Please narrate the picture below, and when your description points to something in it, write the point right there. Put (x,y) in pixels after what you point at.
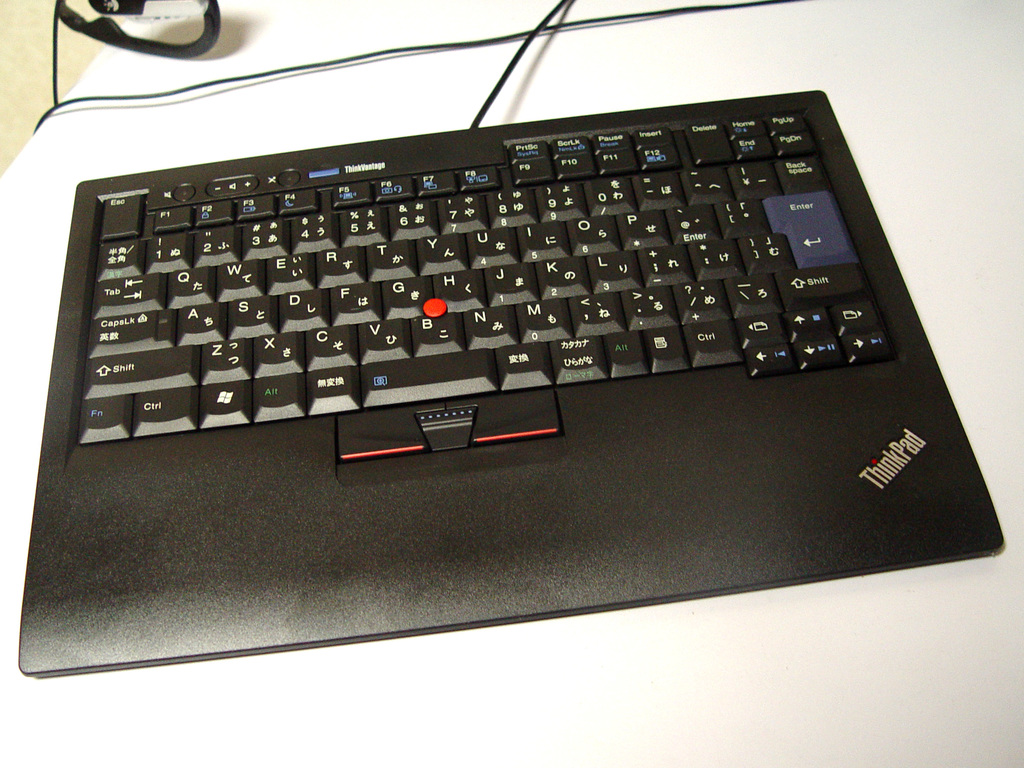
In this picture I can see a black color keyboard (490,392) on the white table (832,687).
